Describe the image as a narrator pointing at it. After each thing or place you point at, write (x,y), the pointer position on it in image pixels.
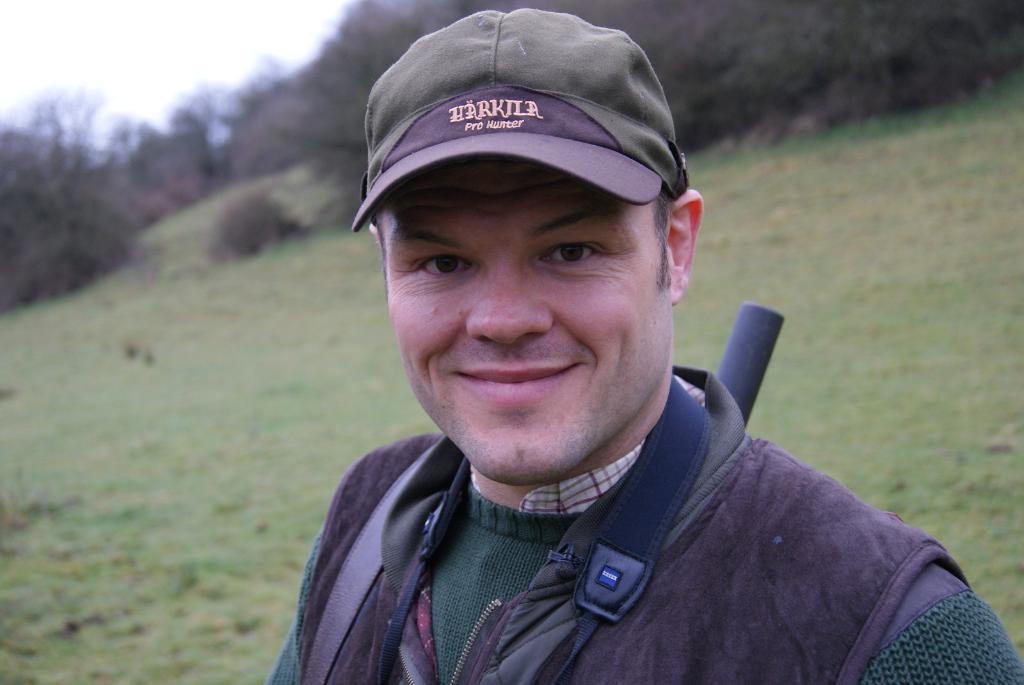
In the image there is a man (439,129) in sweatshirt (267,682) and cap (474,85) standing in the front (584,395) and behind the land (244,319) is covered with grass (248,189) and trees (768,58).
